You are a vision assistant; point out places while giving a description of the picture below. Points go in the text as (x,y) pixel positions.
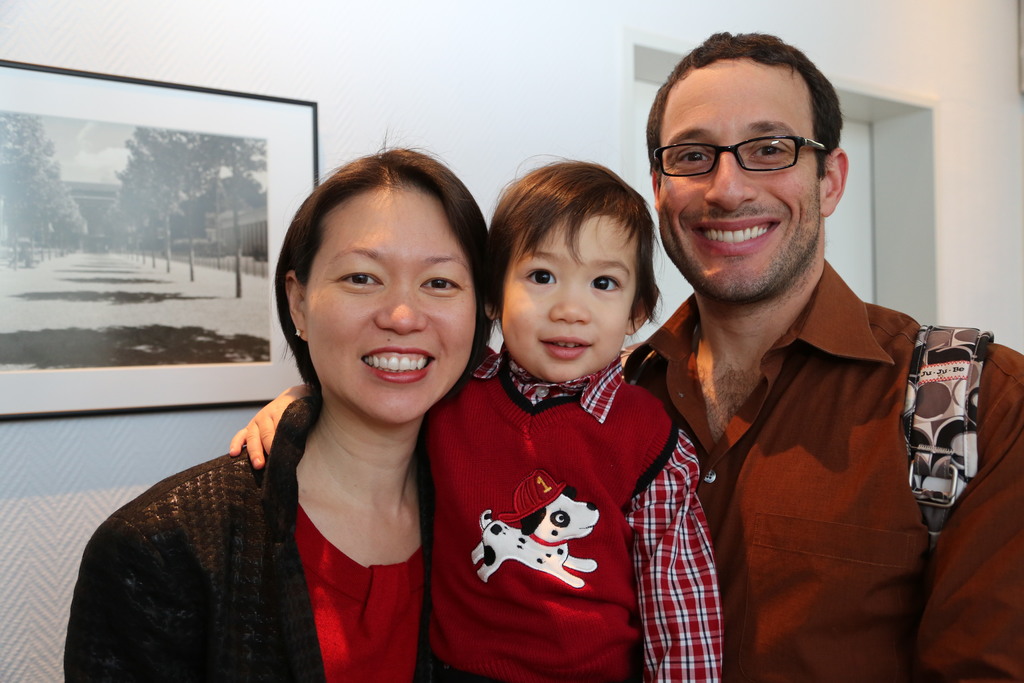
There are people (689,270) standing in the foreground area of the image (661,233), it seems like a door (662,63) and a frame (255,125) in the background (1,200).
